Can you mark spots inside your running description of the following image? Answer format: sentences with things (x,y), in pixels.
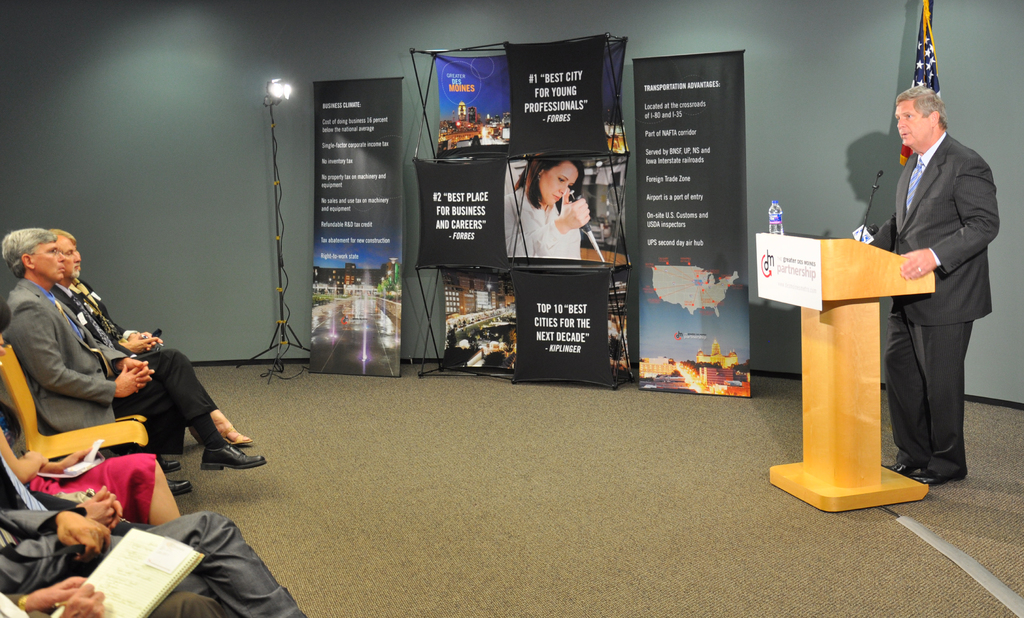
On the right side of the image (942,271), we can see a man (894,248) is standing. He is wearing a suit (962,297). In front of the man (886,231), we can see a podium (862,268), bottle (776,210) and mic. In the background (757,220), we can see banners (498,200), stand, light (285,85), flag (926,70) and the wall (185,78). On the left side of the image (93,299), we can see people (103,535) are sitting on the chairs (24,375). We can see a person (213,609) is holding a pen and writing in a book (131,580) in the left bottom of the image (120,581). On the floor (499,514), we can see the carpet (647,552).
